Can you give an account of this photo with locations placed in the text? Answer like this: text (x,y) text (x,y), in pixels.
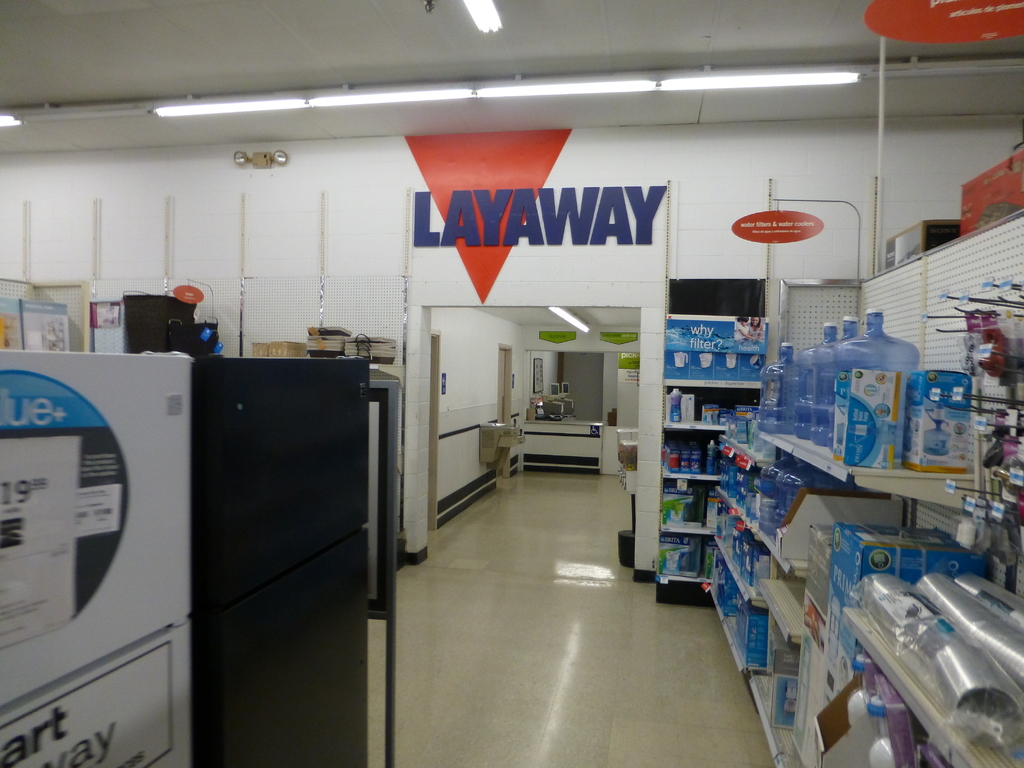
In this image there is floor (633,610). On the right side (783,554), we can see organiser (768,542). There are bottles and other objects (908,527) in it. There is fridge (256,557) on the left side (301,530), I think. In the background (582,419) there is wash area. There is mirror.
